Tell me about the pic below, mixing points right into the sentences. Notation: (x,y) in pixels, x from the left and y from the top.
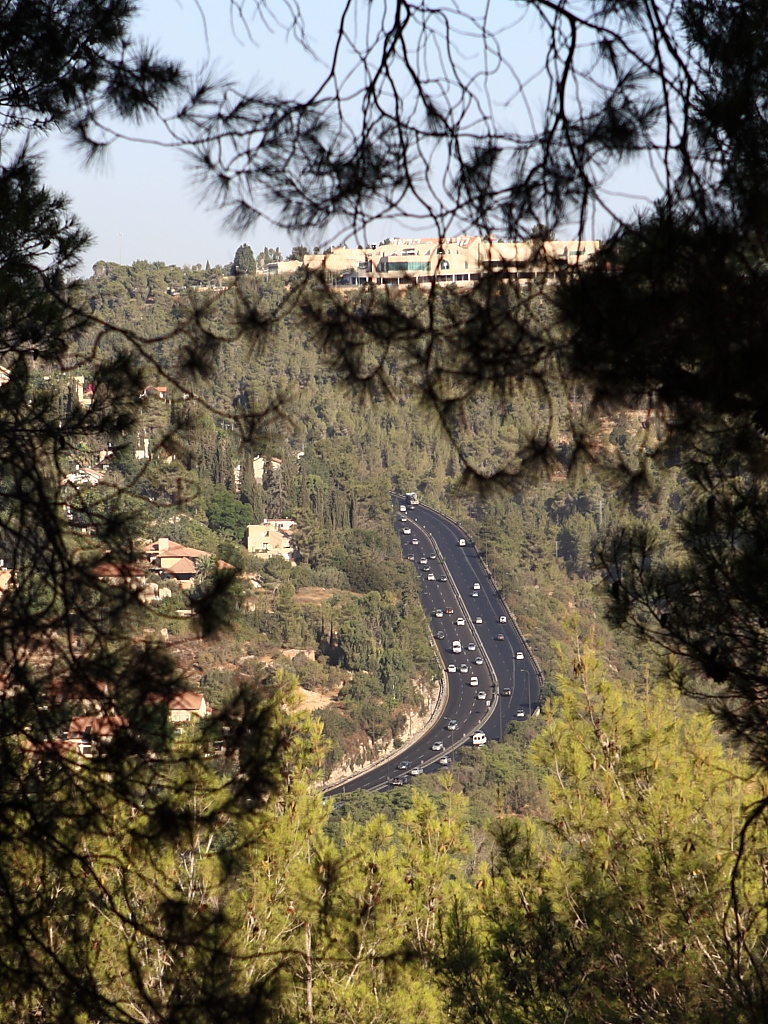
This picture is clicked outside. In the foreground (118,908) we can see the trees (150,812). In the center (270,537) we can see the vehicles (441,761) seems to be running on the road (445,566) and we can see the houses (152,552), buildings (169,568) and some other items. In the background (161,201) we can see the sky (179,158), buildings (372,280), trees (372,450).
